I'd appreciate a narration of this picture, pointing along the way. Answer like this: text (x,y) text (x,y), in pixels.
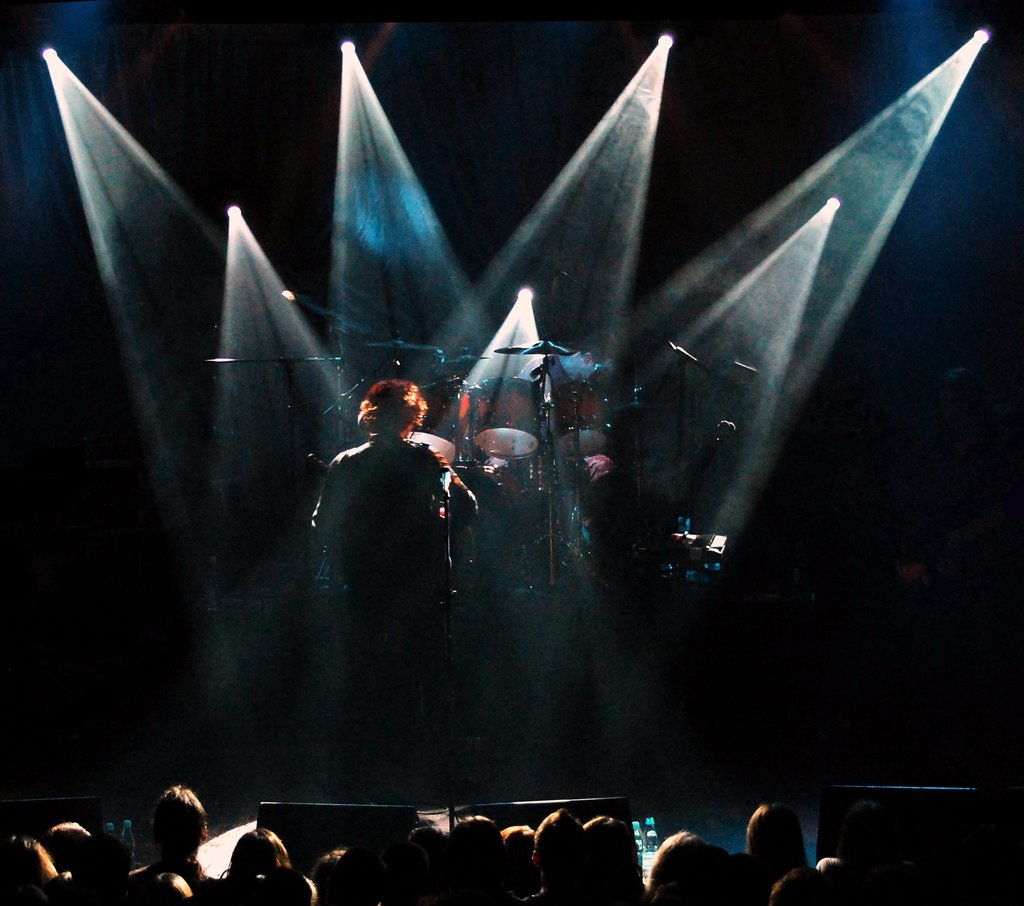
In the picture we can see a man (356,489) standing on the stage (522,756) and turning back side and behind him we can see orchestra system (443,394) and behind it, we can see some lights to the wall (6,150) which are focused on him and near the stage (539,753) we can see some people (929,896) are standing and looking at him.
